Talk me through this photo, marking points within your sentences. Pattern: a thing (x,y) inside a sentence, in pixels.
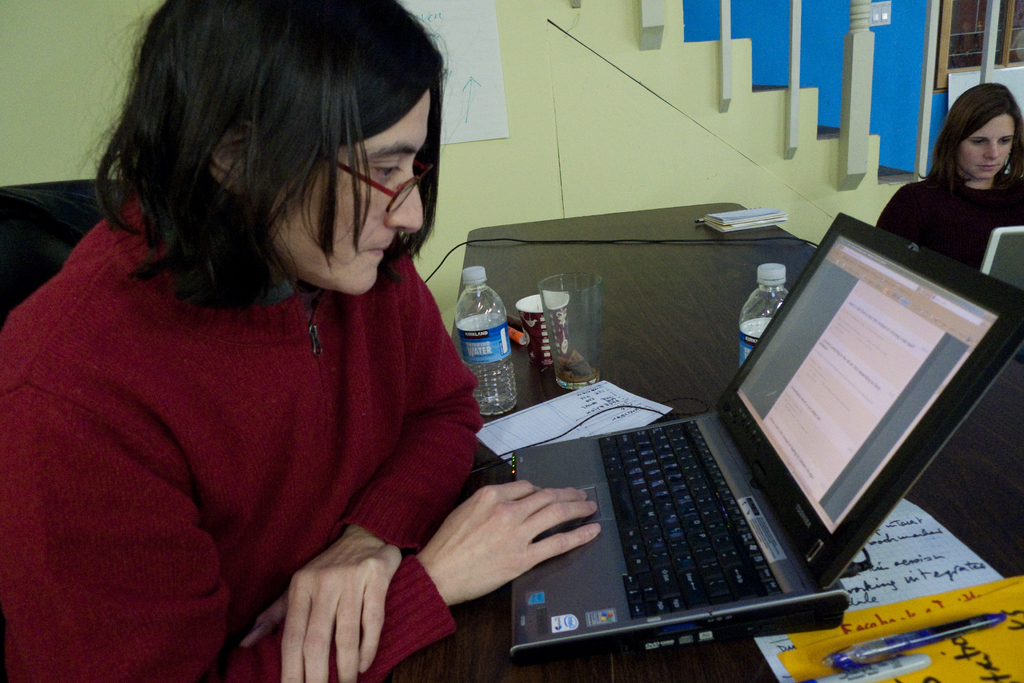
On the left (171,227) we can see a woman (248,253) sitting on the chair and working on the laptop (668,511) which is on the table (645,662) and there are water bottles (491,398), glass (582,338), cup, books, papers (585,413), pens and cable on the table (516,356). On the right (942,202) we can see a woman (963,186) and a laptop (1001,263). In the background (471,60) we can see a paper (462,47) on the wall (560,105), steps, switchboard (874,19) on the wall (906,39) and a window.
